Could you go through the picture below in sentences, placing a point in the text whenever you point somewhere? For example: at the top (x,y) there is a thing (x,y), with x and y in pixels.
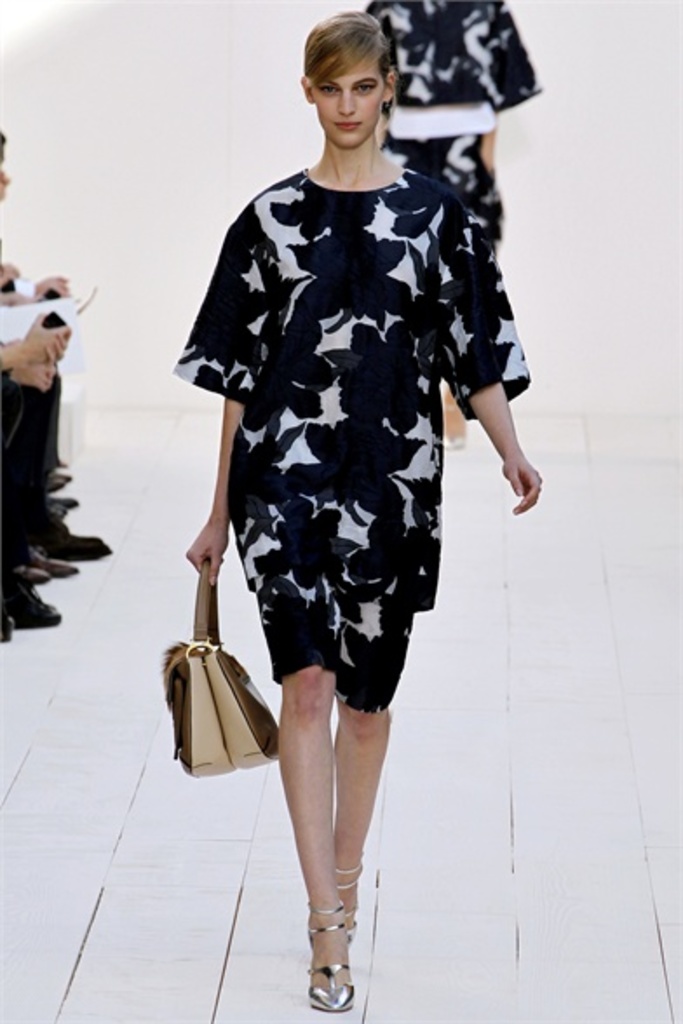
In this picture I can see there is a woman (337,557) walking, she is wearing a dress (227,342) and holding a handbag (247,680), she is serious. There is another woman (450,62) in the backdrop (477,70). There are a few people (44,426) sitting at the left side (69,354), they are holding a few papers (68,355).
